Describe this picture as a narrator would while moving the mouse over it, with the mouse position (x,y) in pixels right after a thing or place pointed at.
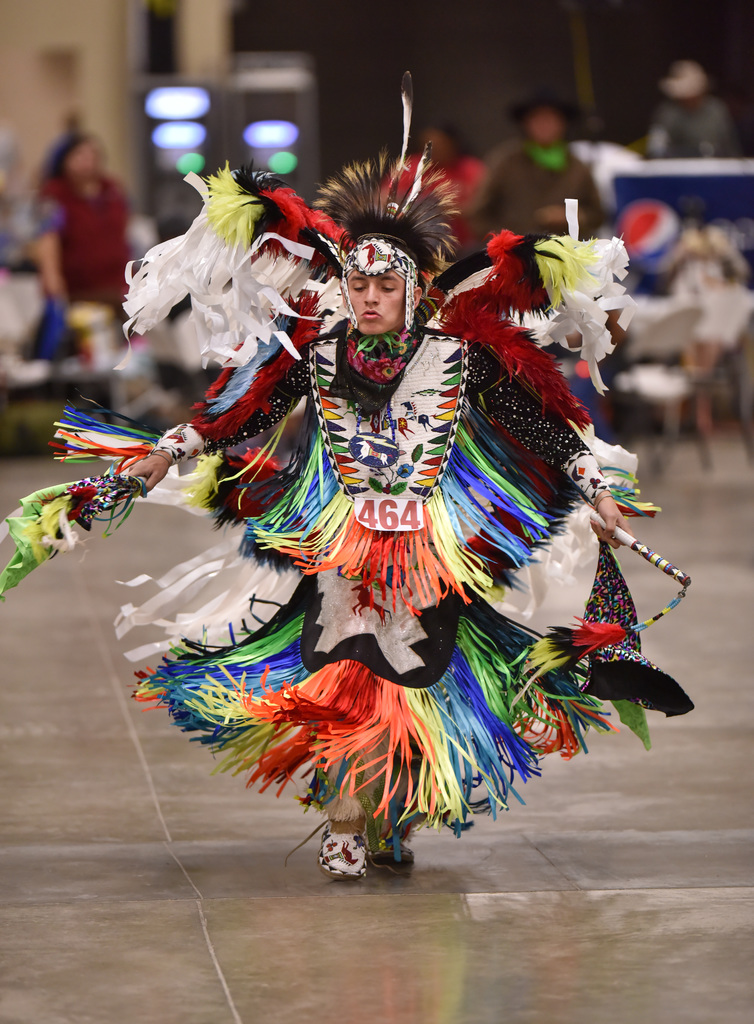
In this image we can see a person (342,431) wearing a costume (397,413). In the background of the image (682,140) there are people (536,178), chairs (641,319). At the bottom of the image (464,898) there is floor (406,907).
